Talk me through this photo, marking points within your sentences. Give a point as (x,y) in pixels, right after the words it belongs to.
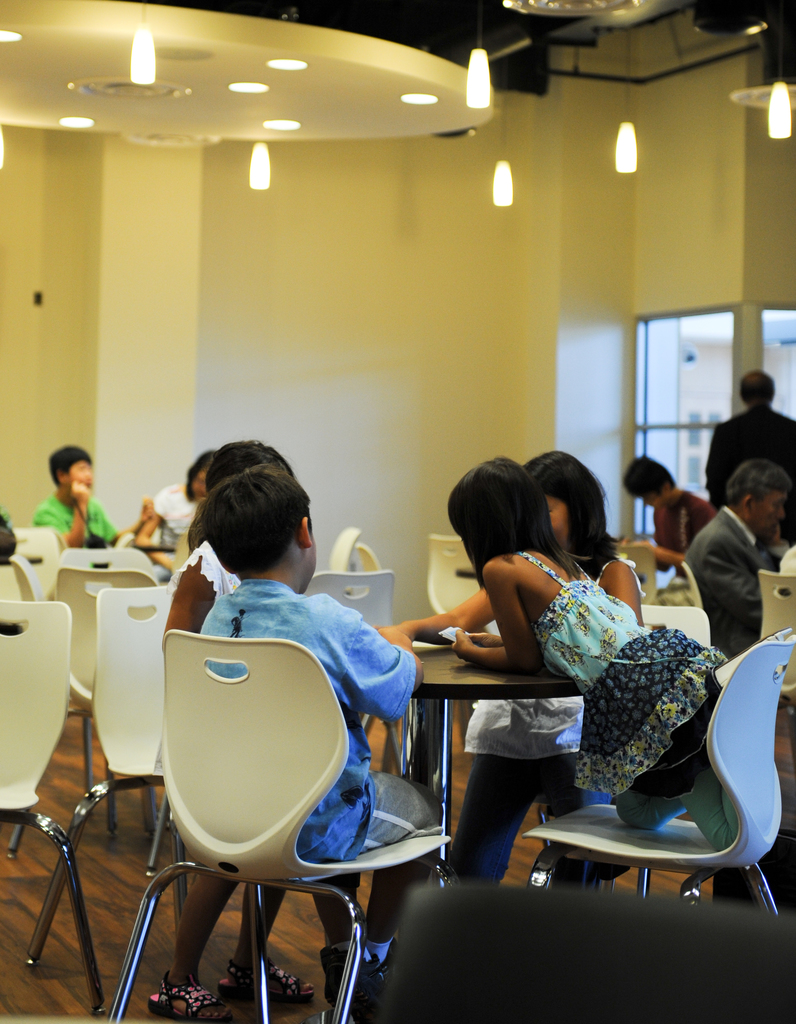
In this picture there are several kids (569,611) sitting in the chairs (377,610). Few people (752,427) in the background (752,518). There are lights (482,90) fixed to the roof (283,79). At the right side of the image (654,386) there is a glass window (683,388).
